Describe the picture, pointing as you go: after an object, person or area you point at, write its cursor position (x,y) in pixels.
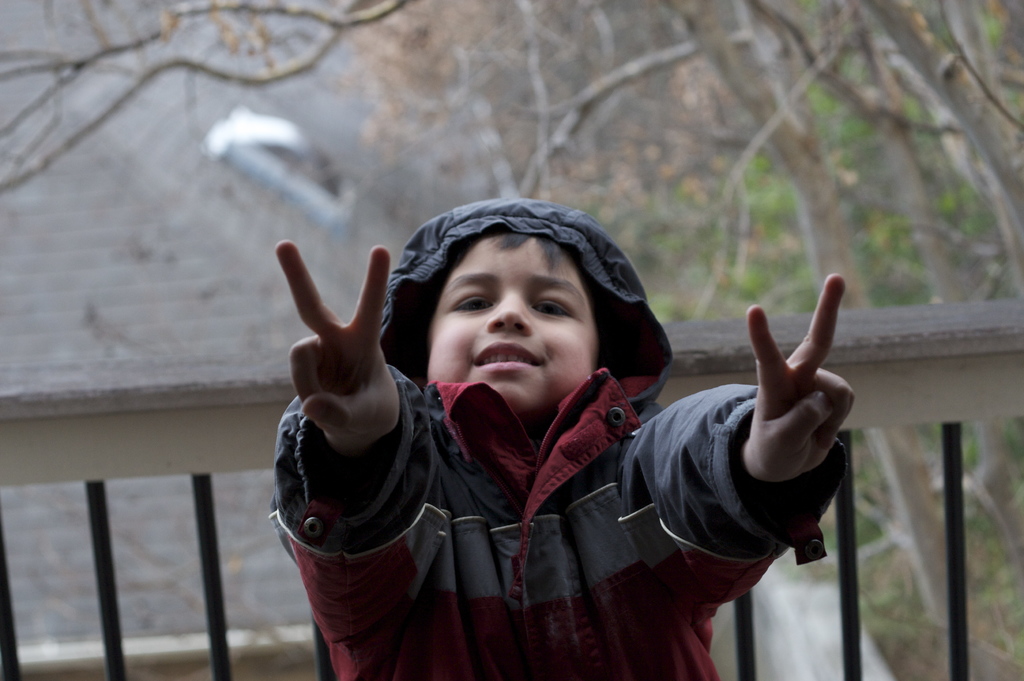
In the center of the image (452,347) there is a boy (602,447). In the background (710,104) we can see trees (671,143) and building (96,193).
